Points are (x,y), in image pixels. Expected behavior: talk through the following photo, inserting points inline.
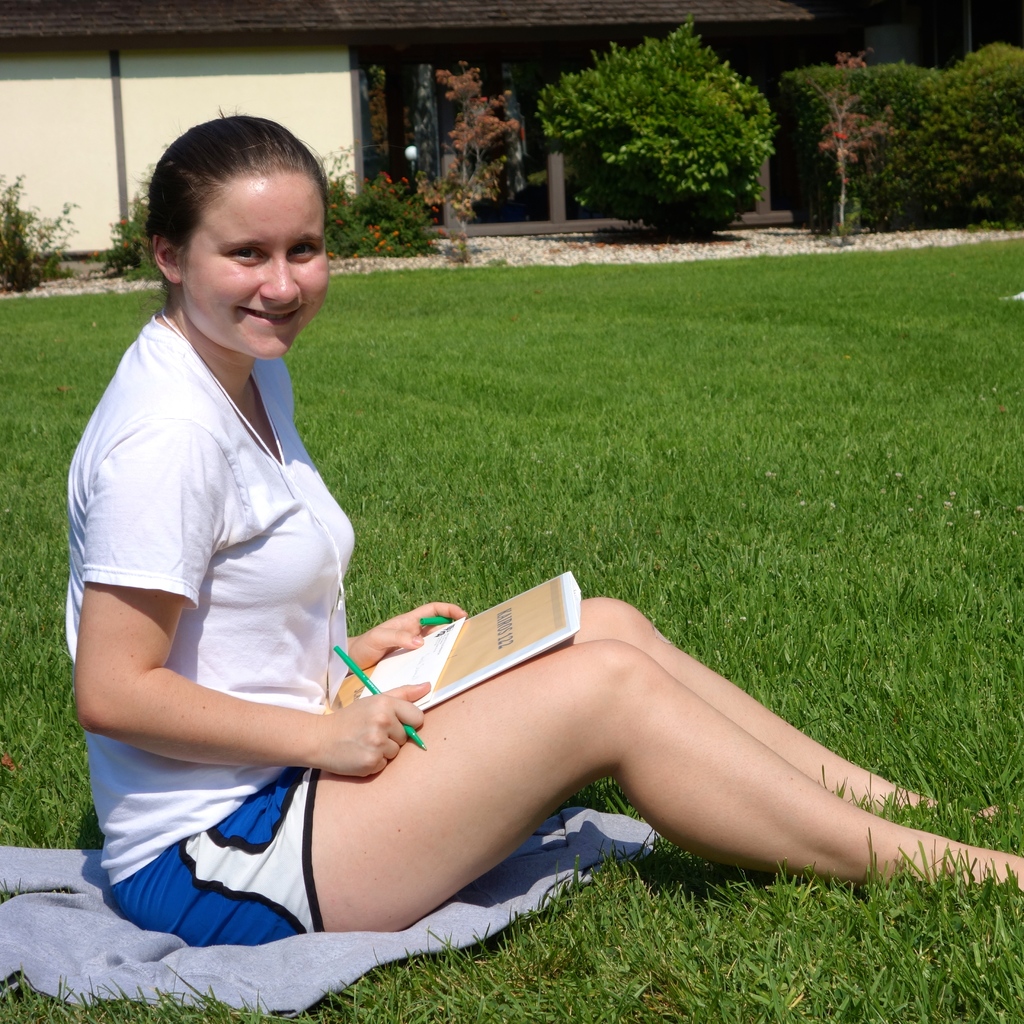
In this image, we can see a person (249,488) sitting on the cloth (229,986) which on the grass (469,959). This person (443,818) is holding a book (430,668) and pen (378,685) with her hands (361,715). There is a shelter (544,231) and some plants (726,88) at the top of the image (825,173).
